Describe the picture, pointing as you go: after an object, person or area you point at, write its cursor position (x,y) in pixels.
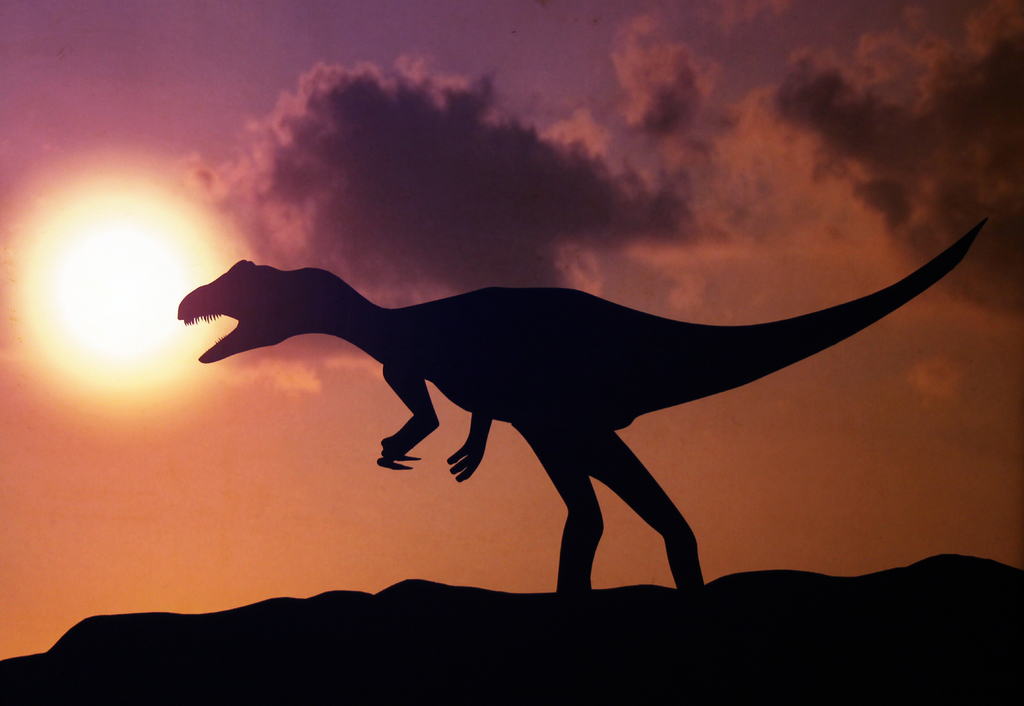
Here we can see a dinosaur (634,466). In the background (357,219) there is sky (861,338) with clouds (1005,144).
